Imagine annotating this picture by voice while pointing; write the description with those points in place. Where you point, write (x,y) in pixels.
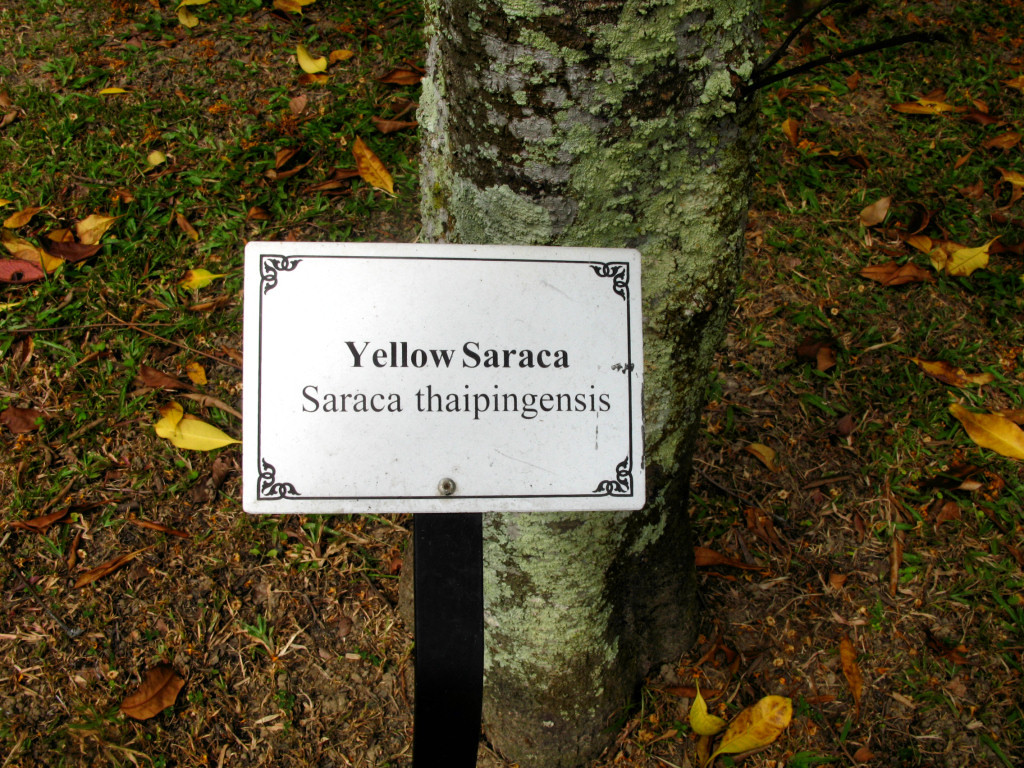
In the picture I can see a white color board (425,444) on which we can see some text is fixed to the pole (444,704), here I can see tree trunk (577,728) and dried leaves (707,719) on the grass ground (286,749).
